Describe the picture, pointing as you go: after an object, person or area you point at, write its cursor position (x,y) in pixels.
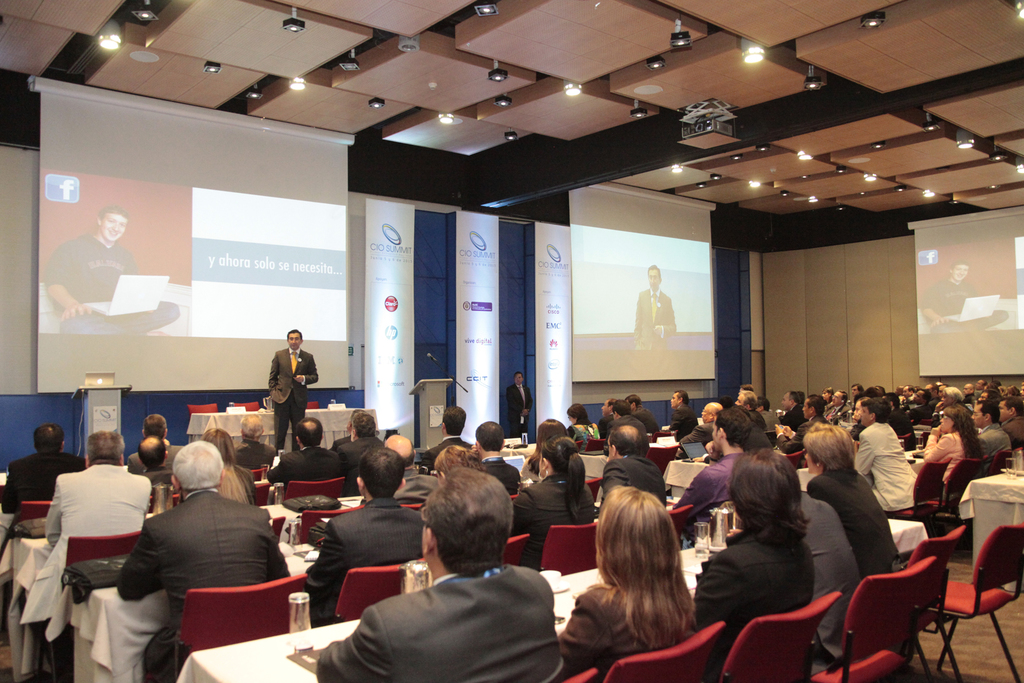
Here we can see three screens (678,319) and hoardings (471,347). We can see one man (286,385) standing on the platform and there are two podiums (435,397) here. We can see all the persons (585,606) sitting on chairs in front of a table (697,562) and on the tables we can see glasses (702,547) and bag (76,577). We can see one man (522,425) is standing beside to this screen (600,364). This is a ceiling (665,66) and light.
